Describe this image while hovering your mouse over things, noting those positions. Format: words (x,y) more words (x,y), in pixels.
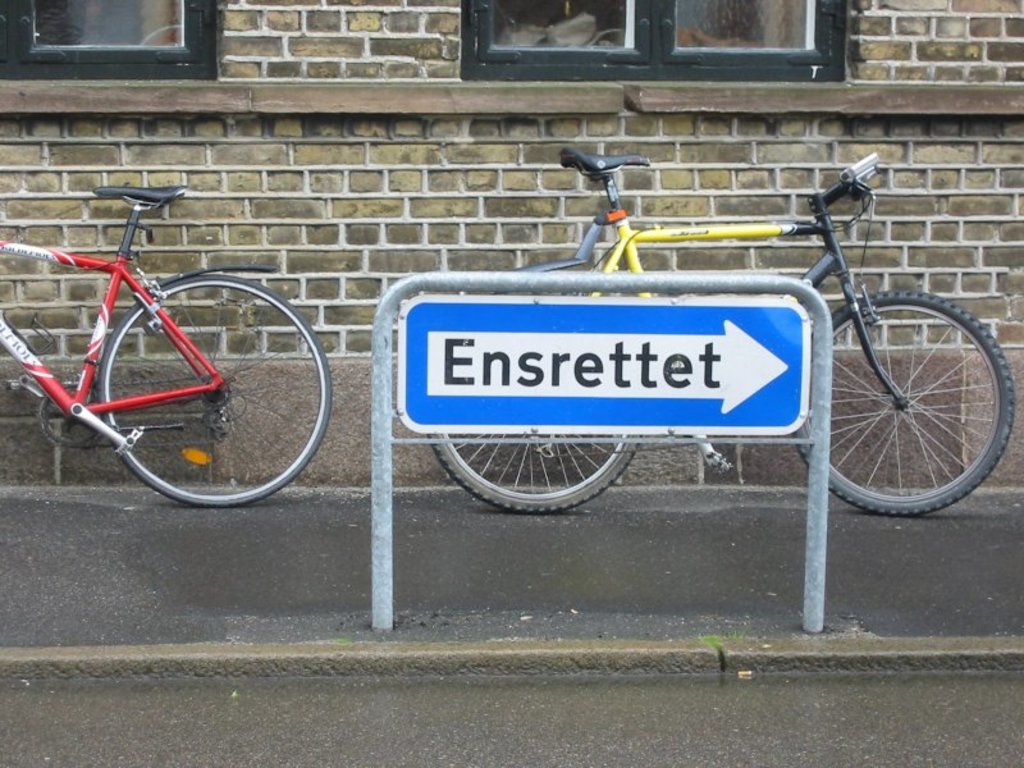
In the picture I can see two bicycles (462,465) and a board (550,406) which has something written on it. I can also see a building (381,186) which has windows (565,72).
